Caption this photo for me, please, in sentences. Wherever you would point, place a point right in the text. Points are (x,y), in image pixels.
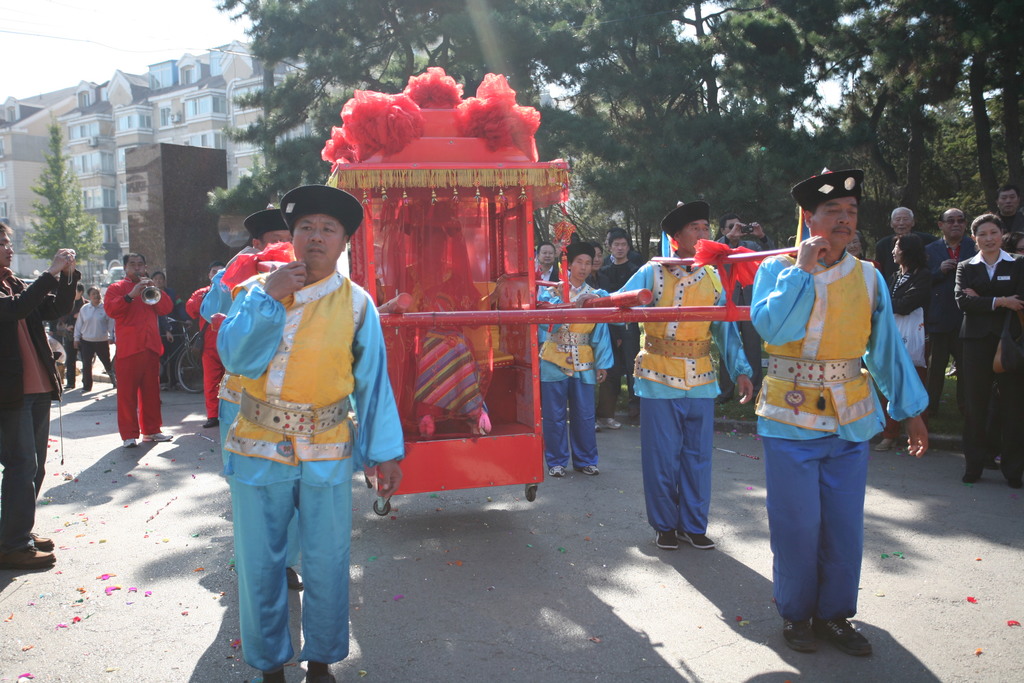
In this image, we can see a group of people (325,373). Few people (691,382) are holding palanquin (453,325). Here we can see a person (461,366) is sitting inside the palanquin (407,231). Background (166,284) we can see trees (963,213), buildings (25,152), grass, bicycle (189,358), pillar (169,259) and sky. On the left side of the image (160,303), we can see a person (138,290) is playing a music instrument (151,291) and another person (29,409) is holding camera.
